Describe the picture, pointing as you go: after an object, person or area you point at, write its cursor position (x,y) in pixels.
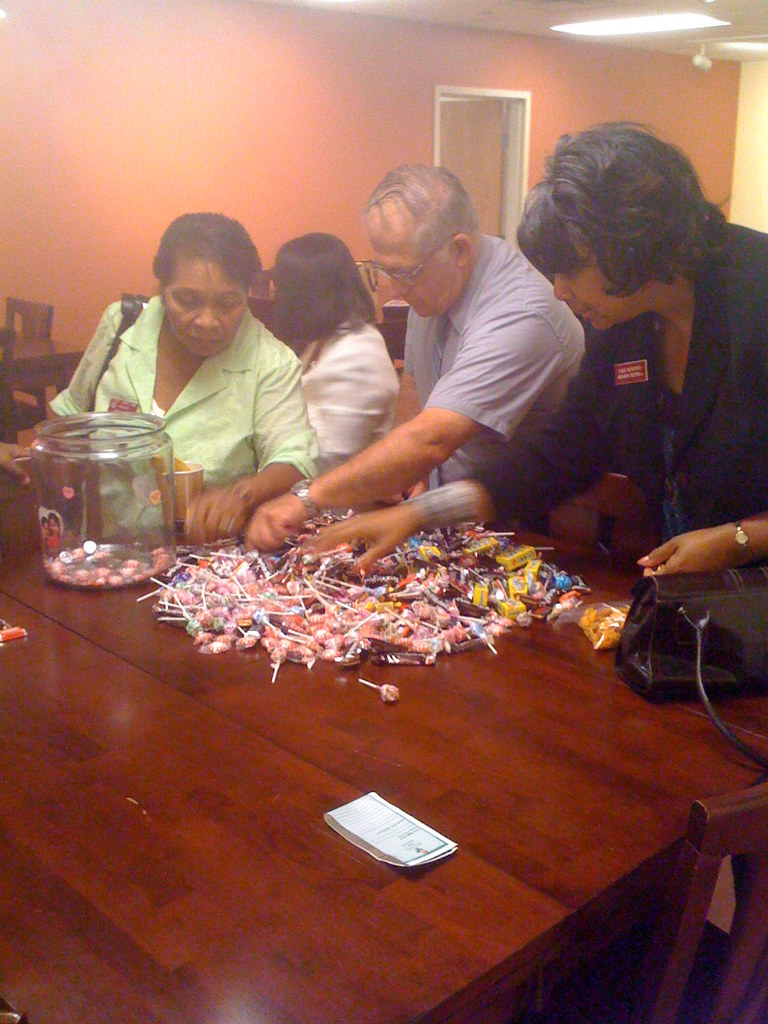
In this image in the front (410,741) there is a table (468,811), on the table (490,811) there are papers (398,811) and there are chocolates (325,596). In the center (330,366) there are persons (452,370) standing and taking chocolates (349,558). In the background (32,330) there are chairs (43,337) and there are tables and on the top (467,150) there are lights (672,20) and there is a door (494,155).
